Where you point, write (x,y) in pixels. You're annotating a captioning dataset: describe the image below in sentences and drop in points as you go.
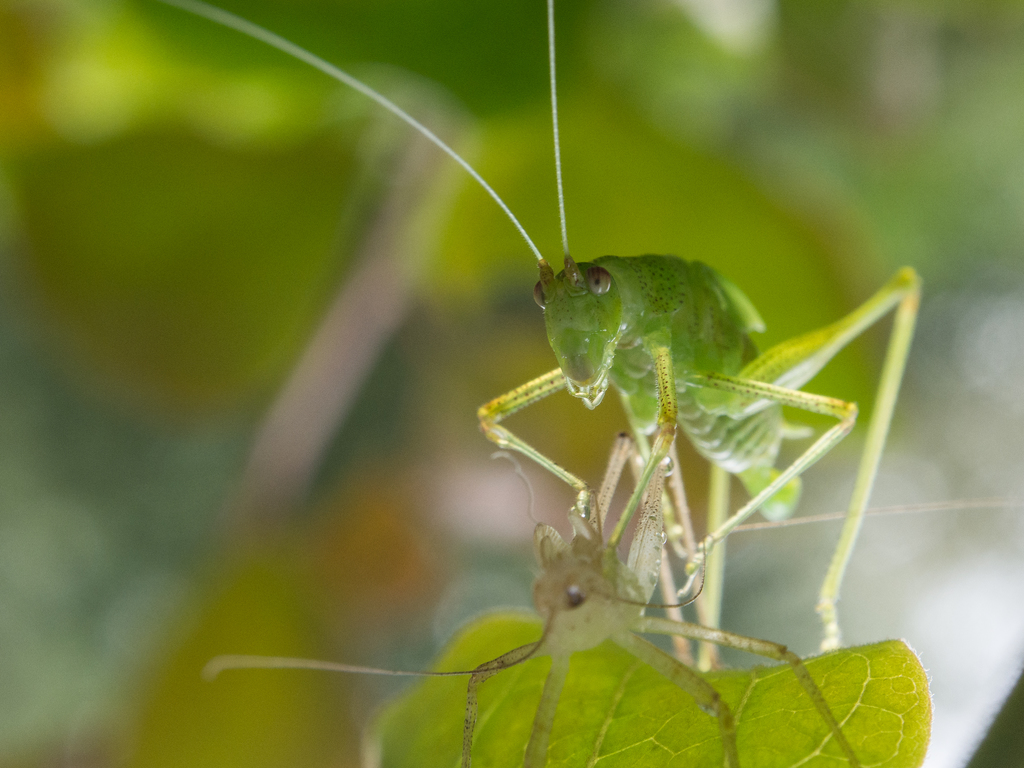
In the picture I can see insects (637,546) on a leaf (594,669). The background of the image (336,448) is blurred.
